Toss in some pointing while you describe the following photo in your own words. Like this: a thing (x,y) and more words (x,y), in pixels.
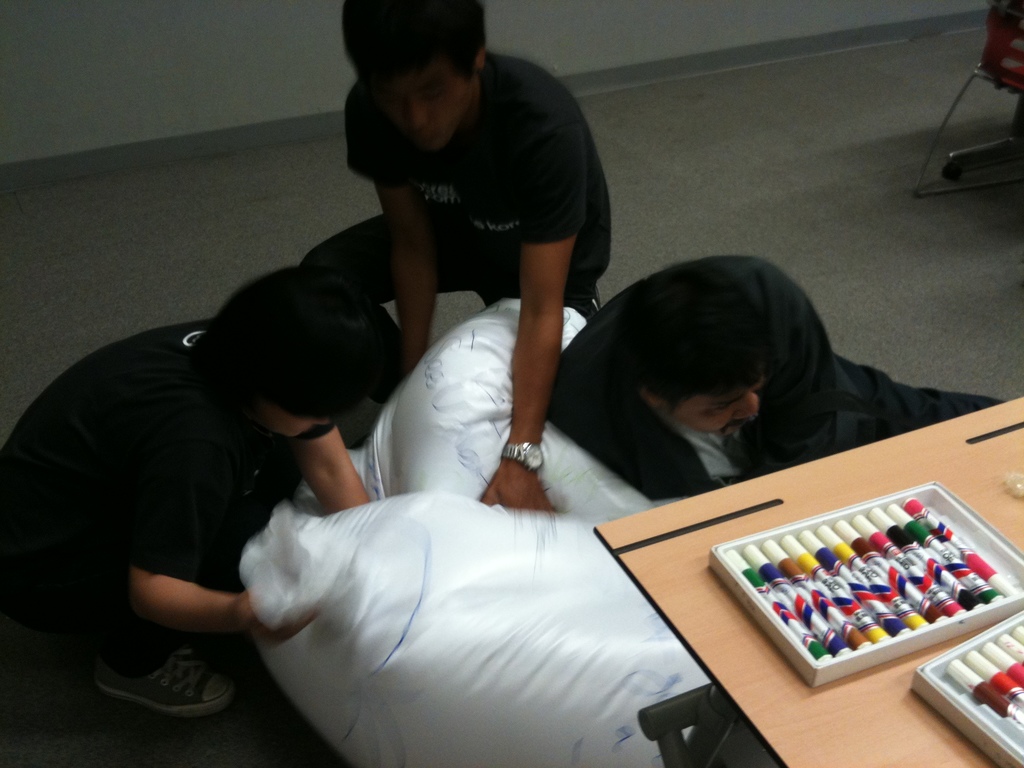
In this picture we can see three men (388,396) were in squat position and their hands (525,484) on bag (478,545) and beside to them on table (900,671) we have box (784,637) with sketches (863,550) and in background (787,140) we can see floor (716,139), wall (792,27), chair (1009,38).
